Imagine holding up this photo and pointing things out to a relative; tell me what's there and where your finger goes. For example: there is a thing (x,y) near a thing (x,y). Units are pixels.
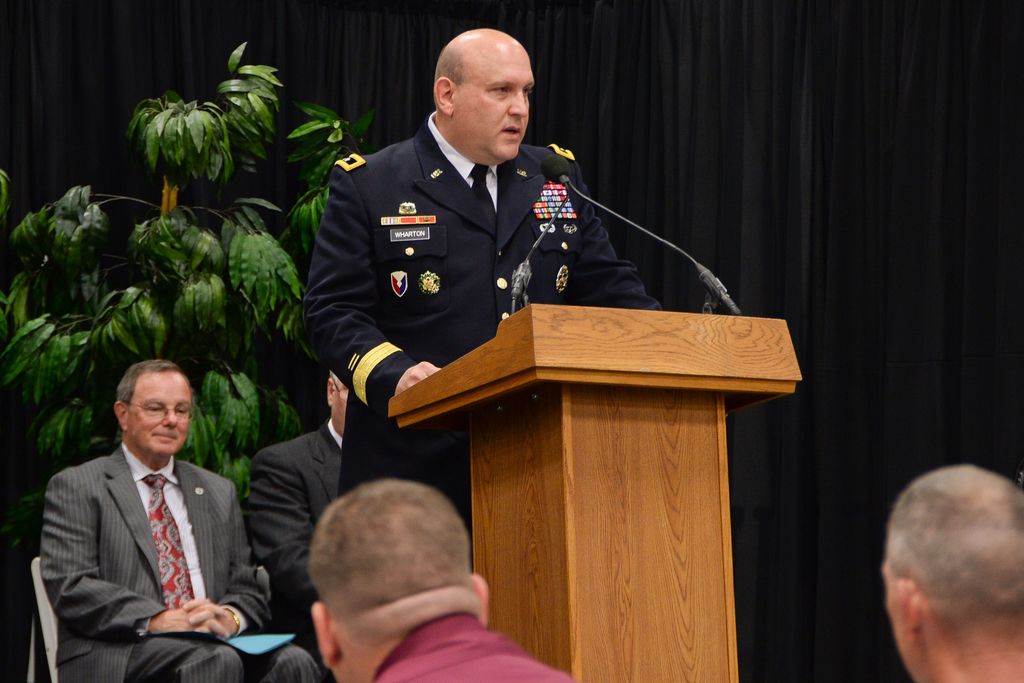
In this picture we can see a man (546,299) is standing in front of a podium (592,312), there is a microphone (519,283) on the podium (415,401), we can see two persons (280,499) are sitting on chairs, on the left side (126,299) there is a plant (224,291), in the background (632,145) we can see curtain (650,105), there are two more persons (893,627) at the bottom (1009,591).
